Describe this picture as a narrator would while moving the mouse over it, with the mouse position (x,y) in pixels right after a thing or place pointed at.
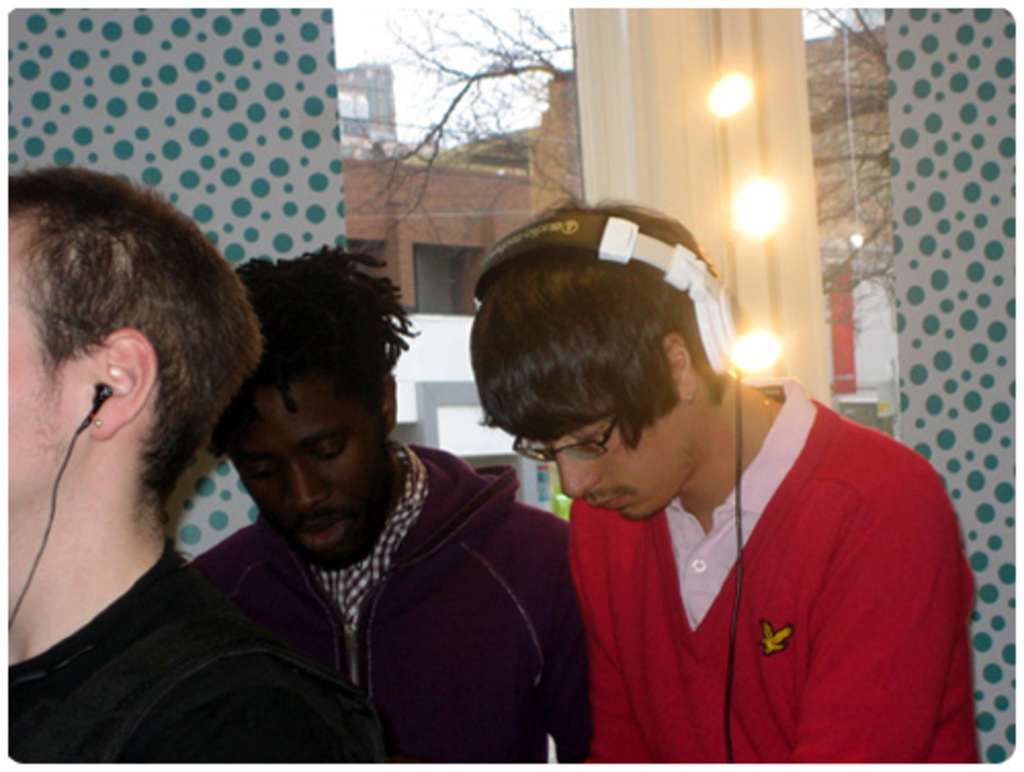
This picture seems to be clicked inside the room (930,239). In the foreground (463,577) we can see the group of people (287,572) seems to be standing and we can see the headphone (705,347) and the lights (770,195) and some other items (212,151). In the background (391,42) we can see the sky (458,39), dry stems (518,71) and the buildings (449,436).
